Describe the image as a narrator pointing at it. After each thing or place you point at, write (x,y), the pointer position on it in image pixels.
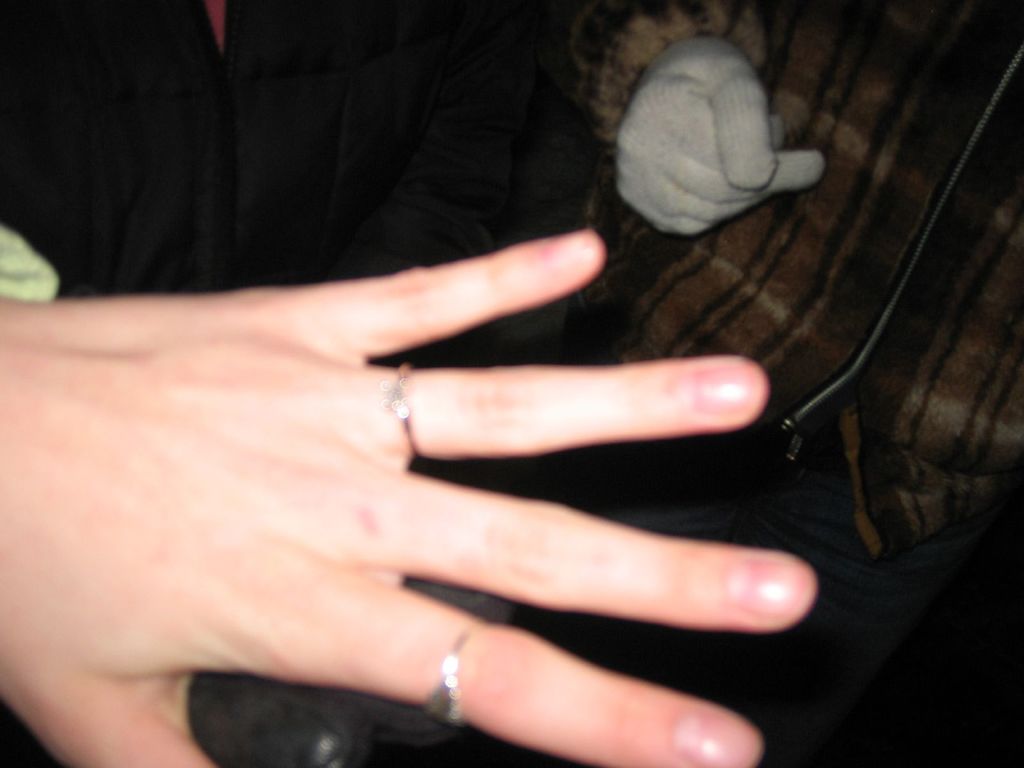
In this image I can see the hand (309,457) of the person (354,503) with rings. In the background (823,391) I can see one more person (767,332) standing and wearing the dress (746,298) and glove (653,145).
